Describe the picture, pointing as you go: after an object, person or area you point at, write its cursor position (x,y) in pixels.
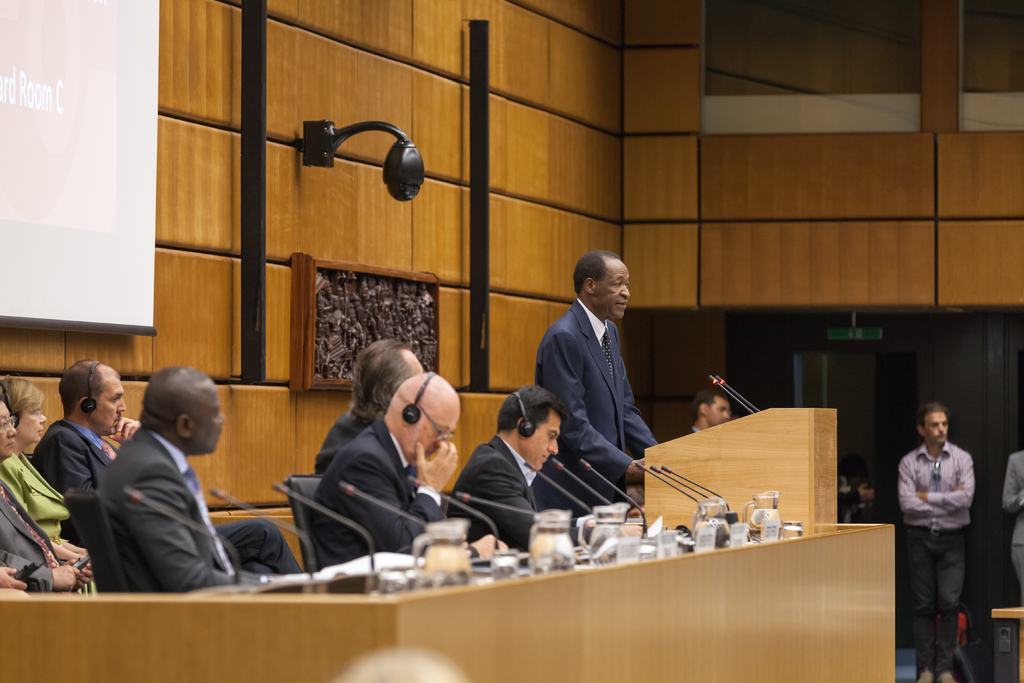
In this image I can see the group of people (295,567) with different color dresses (248,529). I can see few people (281,551) are sitting on the chairs (301,505) and few people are standing. On the table (373,641) I can see the mics (297,534), glass jugs (445,567), boards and papers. I can see one person (571,349) is standing in-front of the podium (729,426) and there are mics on the podium (760,422). In the background (85,212) I can the screen (54,172) and the board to the brown color wall (599,236).
